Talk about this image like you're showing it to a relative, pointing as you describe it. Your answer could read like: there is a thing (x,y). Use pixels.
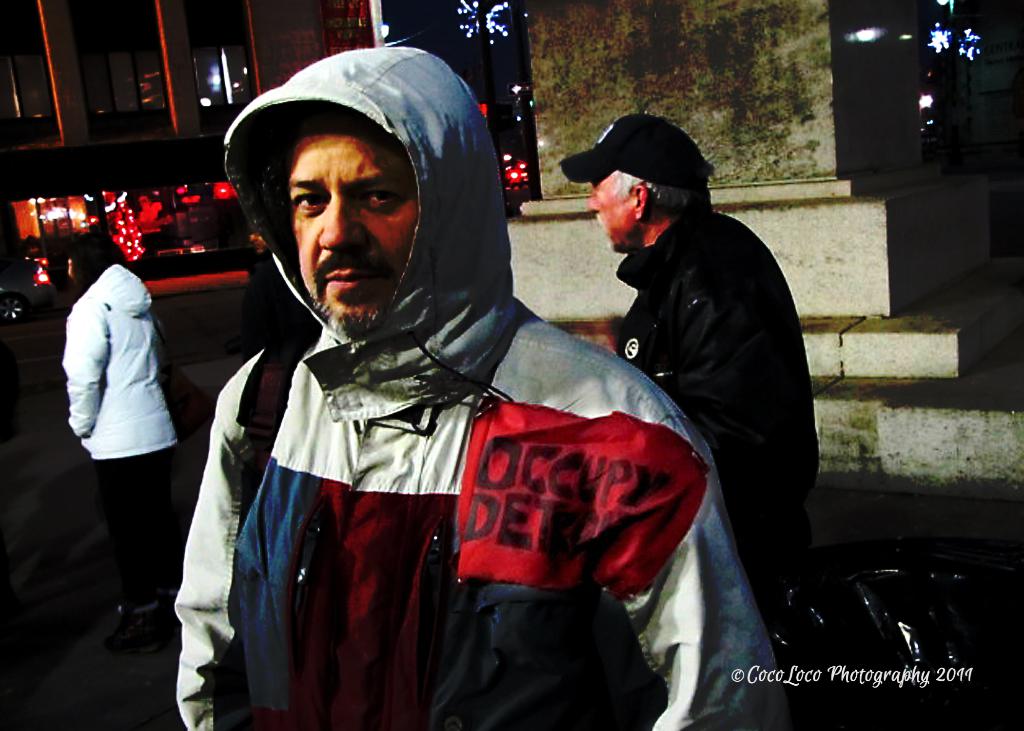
In this picture I can observe a man (335,593) wearing a hoodie (364,111). Behind him there are two persons (707,353). On the bottom right side (817,673) I can observe watermark (852,671). In the background (228,61) there is a building (162,65).
